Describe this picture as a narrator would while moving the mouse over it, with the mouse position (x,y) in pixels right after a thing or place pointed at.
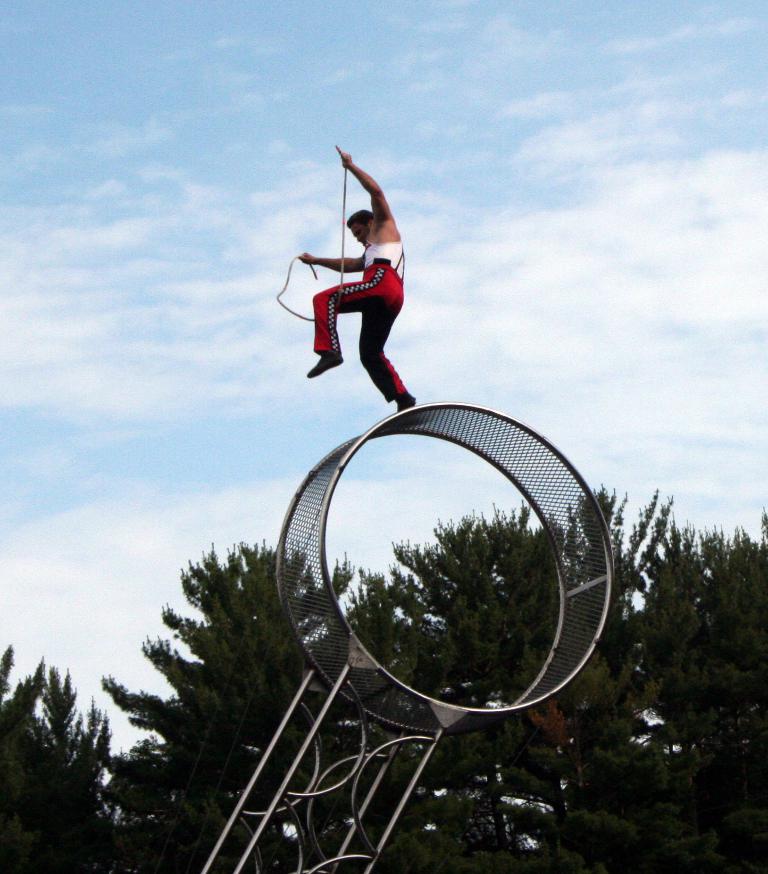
In this image I can see the person (377,316) wearing the white and red color dress (371,301) and the person (358,306) is standing on the metal object (332,764). I can see the person (389,290) holding the rope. In the background (288,643) I can see many trees (288,643), clouds (132,657) and the sky (179,311).
